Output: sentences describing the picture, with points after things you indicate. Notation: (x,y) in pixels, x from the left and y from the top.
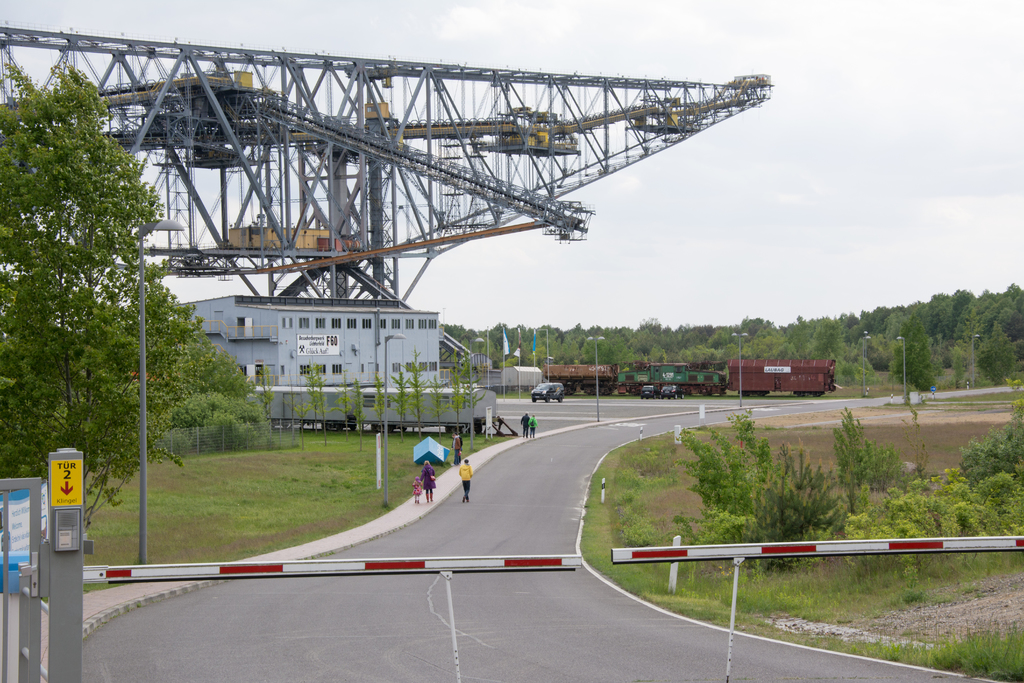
In this image a person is walking on the road (521,495). Few people (415,496) are walking on the pavement (437,491). Bottom of the image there is a metal rod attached to the pole (59,574). There are vehicles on the road (594,406). Behind there is a train (654,364). Right side (796,494) there are plants (989,520) and trees (854,491) on the grassland (872,573). Left side (232,435) there is a fence (217,438) on the grassland (254,463). Behind there is a building (328,379). Behind there is a construction (470,181). Few flags (534,337) are attached to the poles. Background (820,350) there are trees (673,335). Top of the image (856,210) there is sky (726,154). Street lights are on the grassland (419,468).
